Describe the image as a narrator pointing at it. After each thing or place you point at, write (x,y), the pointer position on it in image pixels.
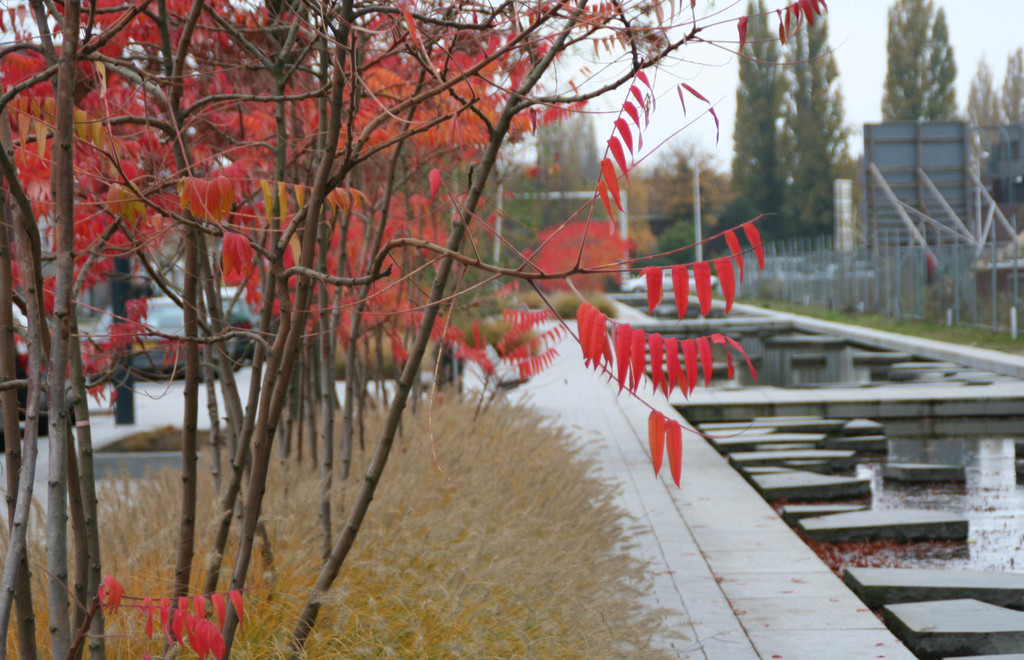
In this image we can see some trees (709,286), fence (833,255), water (752,363) and other objects (974,157). In the background of the image (872,64) there are trees (797,149), vehicles (127,296) and the sky (675,83). At the bottom of the image (129,506) there is the grass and a walkway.
